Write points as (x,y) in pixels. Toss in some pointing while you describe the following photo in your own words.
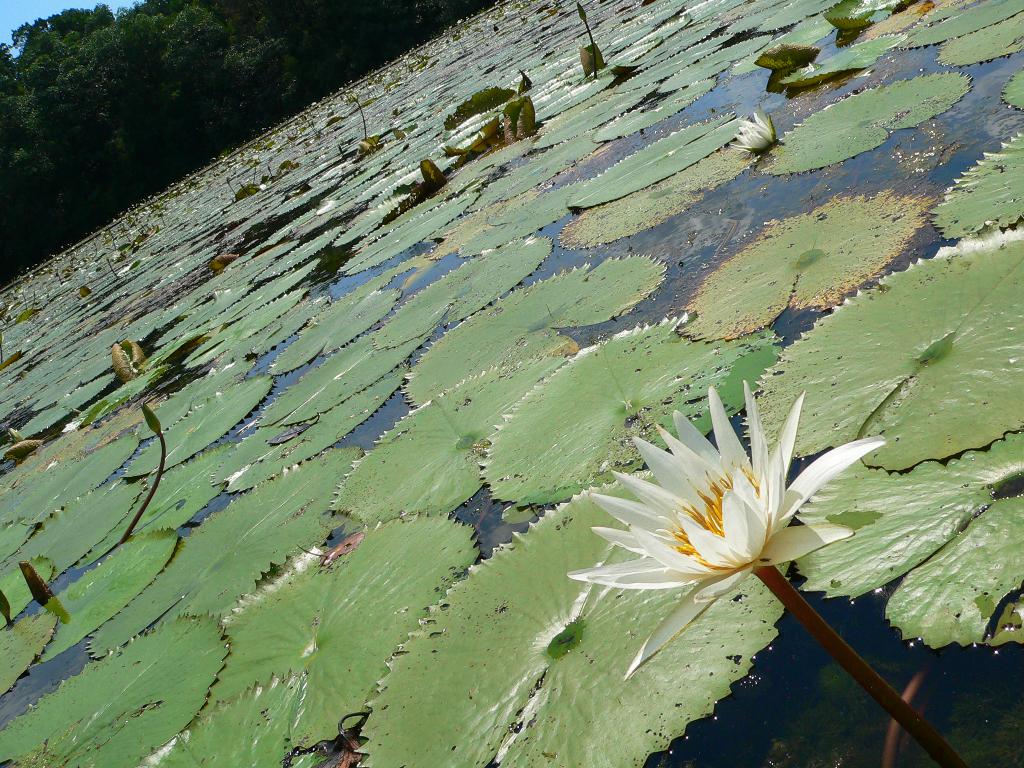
In this image there are leaves (432,446) floating on water (668,255) and there is a flower (729,551) in the front (823,620). In the background (137,79) there are trees (137,79).
